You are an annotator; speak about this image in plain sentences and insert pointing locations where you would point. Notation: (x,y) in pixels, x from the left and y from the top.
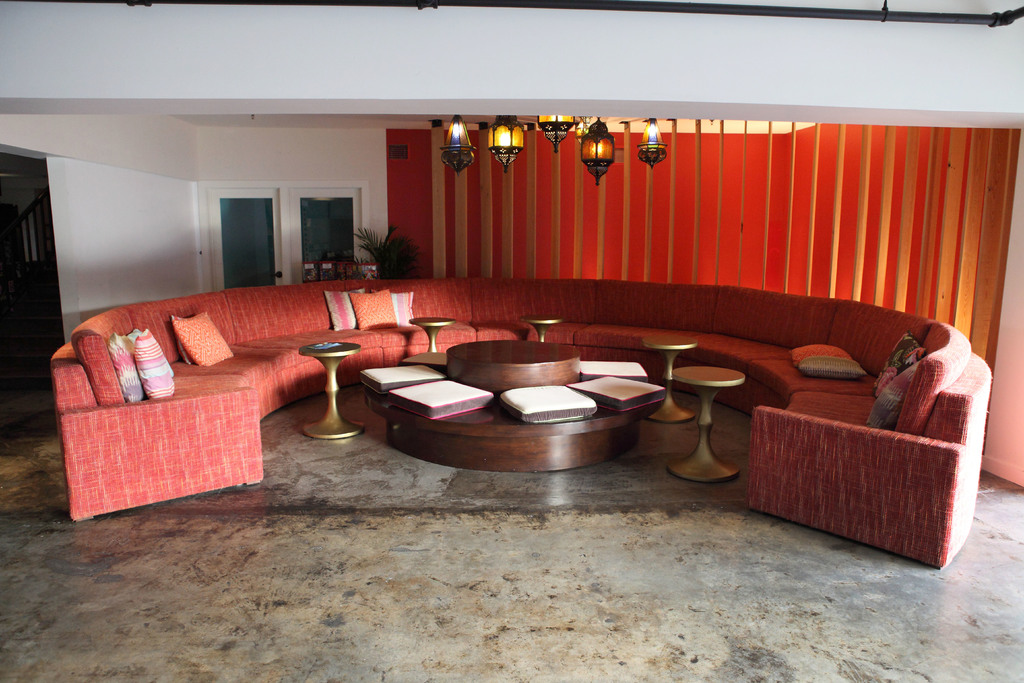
In this picture there is big sofa (170,430) around the hall (424,227). It is in semi circular shape with some pillows (378,300). There are few lamps (504,159) hanging from the roof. There are wooden slats (437,225) behind the sofa (762,357) and a house plant (409,268) at a corner.
